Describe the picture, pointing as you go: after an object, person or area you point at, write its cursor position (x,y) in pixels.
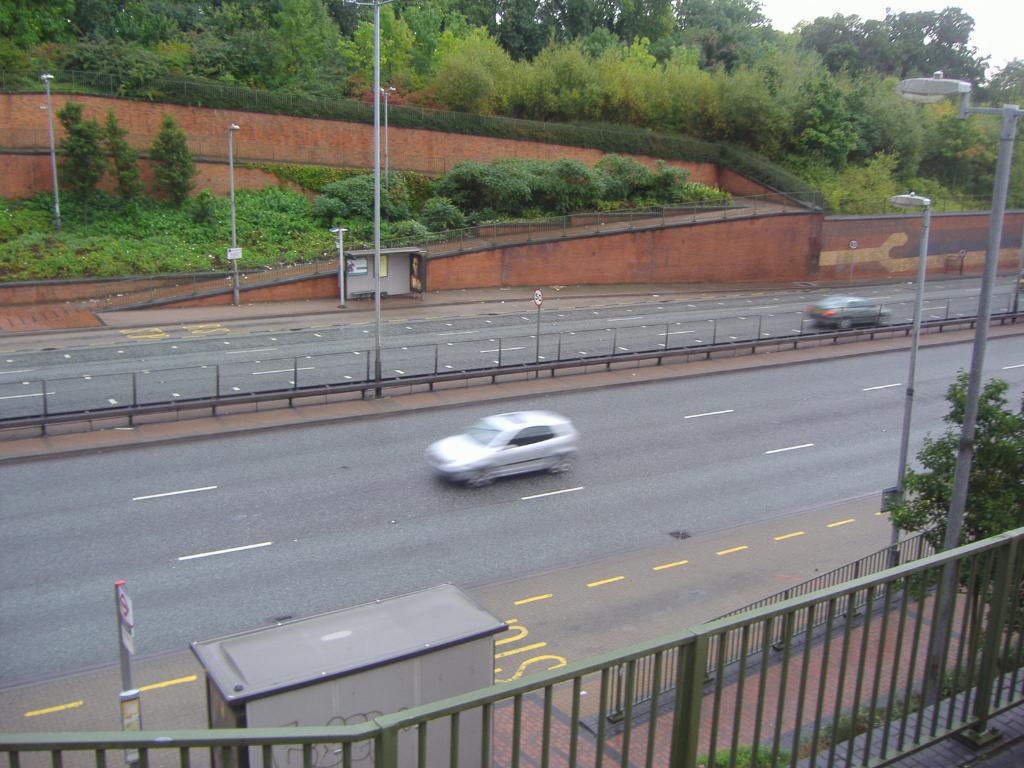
In this picture I can see two cars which are running in the opposite direction. Beside them I can see the road fencing (492,376). At the bottom (434,681) I can see the bus shelter (427,669), pole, fencing (691,761), street lights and plant (989,560). At the top (527,196) I can see many trees (241,15), plants (304,177) and grass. In the top right corner (975,43) I can see the sky (982,24).
